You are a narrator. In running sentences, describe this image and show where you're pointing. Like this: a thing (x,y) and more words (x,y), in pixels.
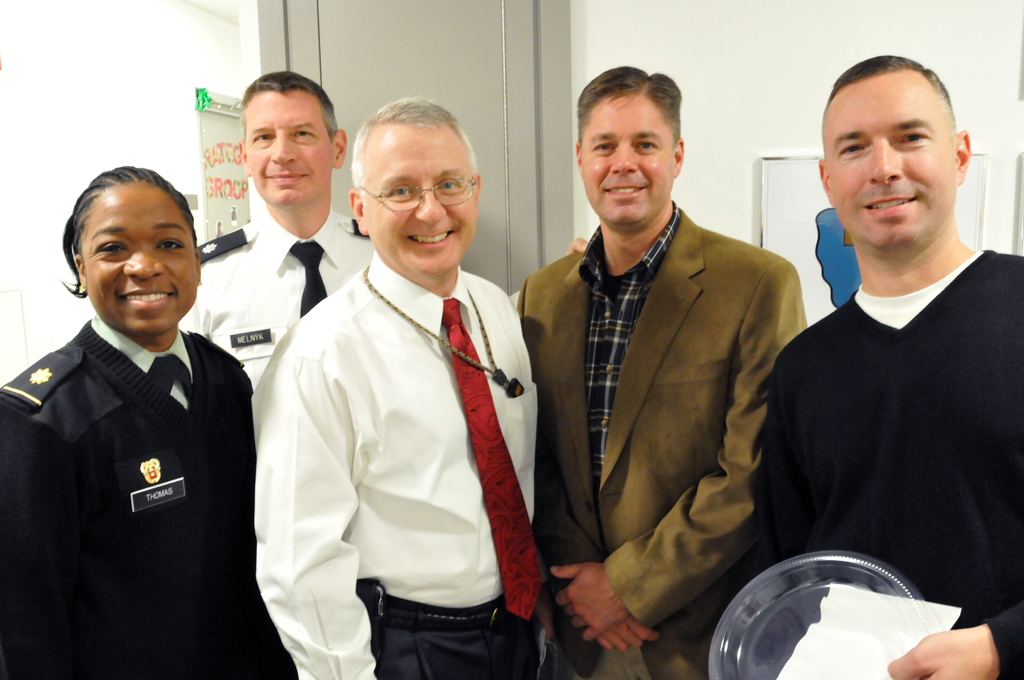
In this picture we can see a group of people (355,406) standing. A man (823,381) is holding some objects (807,565). Behind the people (468,327), there is a door (478,9), wall (748,165) and some objects (796,209).
